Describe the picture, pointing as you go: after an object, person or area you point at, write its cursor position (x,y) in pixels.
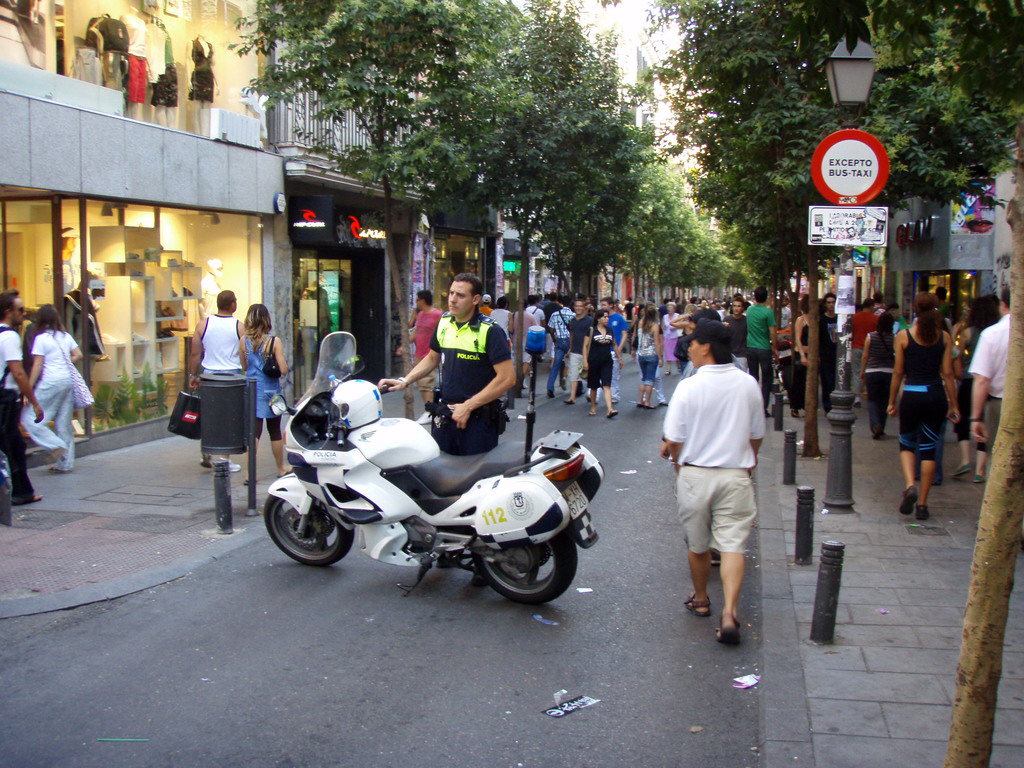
Here we can see group of people (923,304) and there is a bike (554,444) on the road (658,578). Here we can see boards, trees (480,118), pole (801,525), lights (855,106), plants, mannequins (206,76), clothes (201,82), and buildings (350,207). In the background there is sky (689,154).
